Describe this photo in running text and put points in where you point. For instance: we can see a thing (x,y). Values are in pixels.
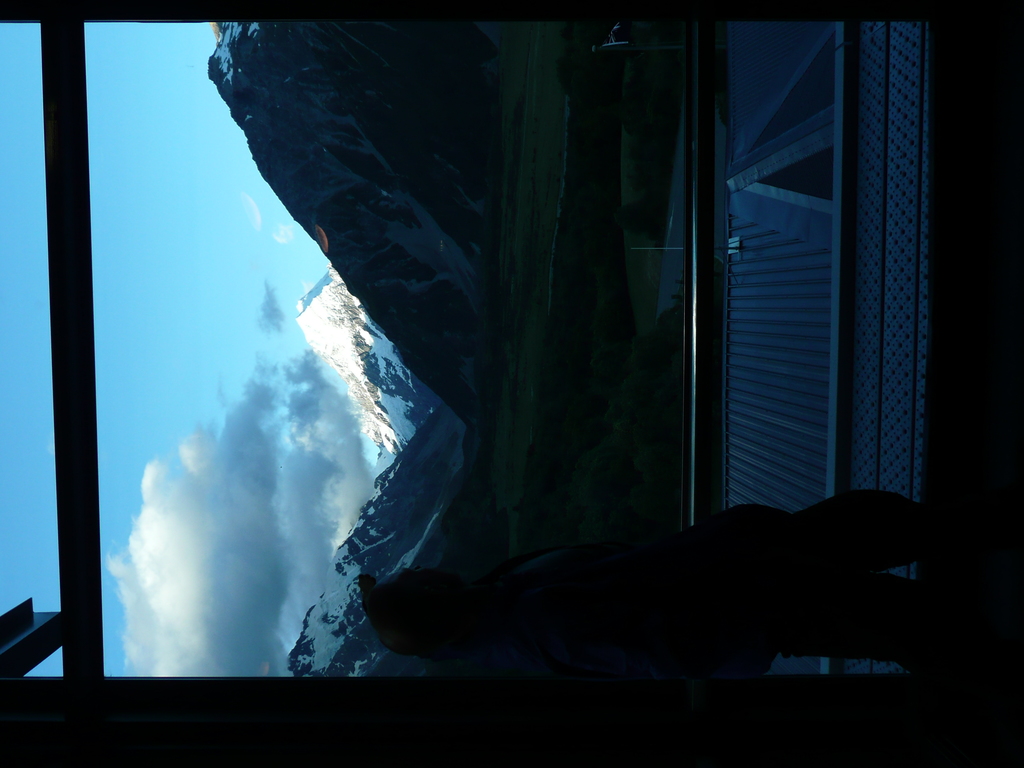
In the picture I can see a person (674,588) standing and there are mountains (426,370) covered with snow (343,350) in the background (369,465) and the sky (228,507) is a bit cloudy.
